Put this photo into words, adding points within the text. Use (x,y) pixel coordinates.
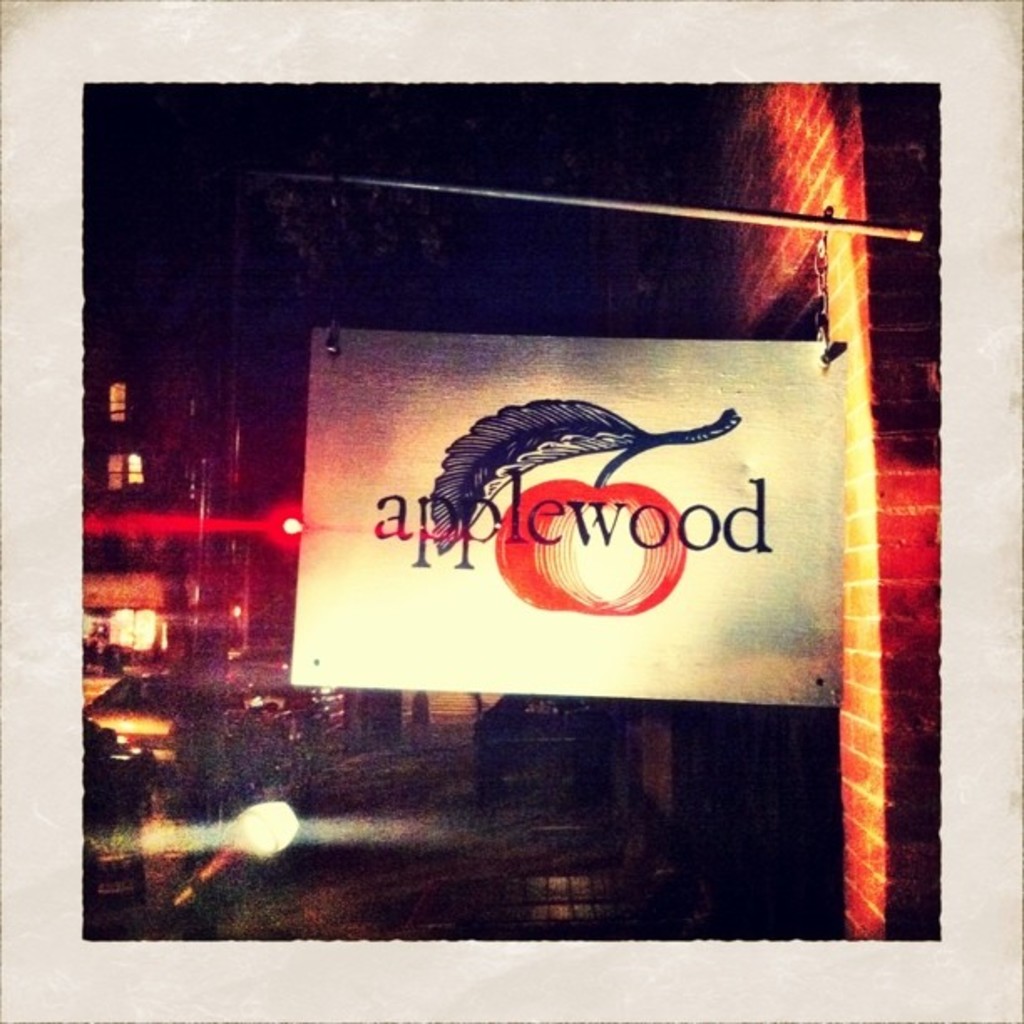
In this image we can see a board (650,459) hanged to the iron rod (859,226) which is attached to the building (867,413), there are few vehicles (147,695) on the road (414,832) and there is a building (179,597) in the background (178,490).
